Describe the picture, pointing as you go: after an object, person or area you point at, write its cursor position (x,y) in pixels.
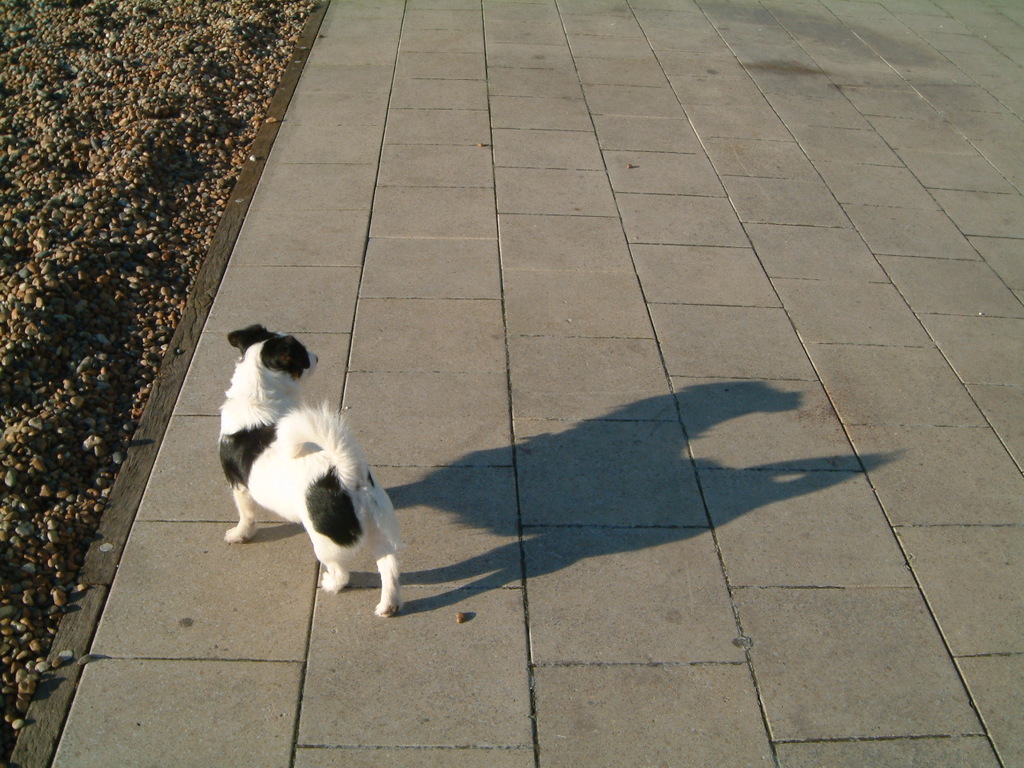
In this image, we can see white dog (382,539) is walking on the walkway (462,386). Left side of the image (80,367), we can see stones (78,230).
